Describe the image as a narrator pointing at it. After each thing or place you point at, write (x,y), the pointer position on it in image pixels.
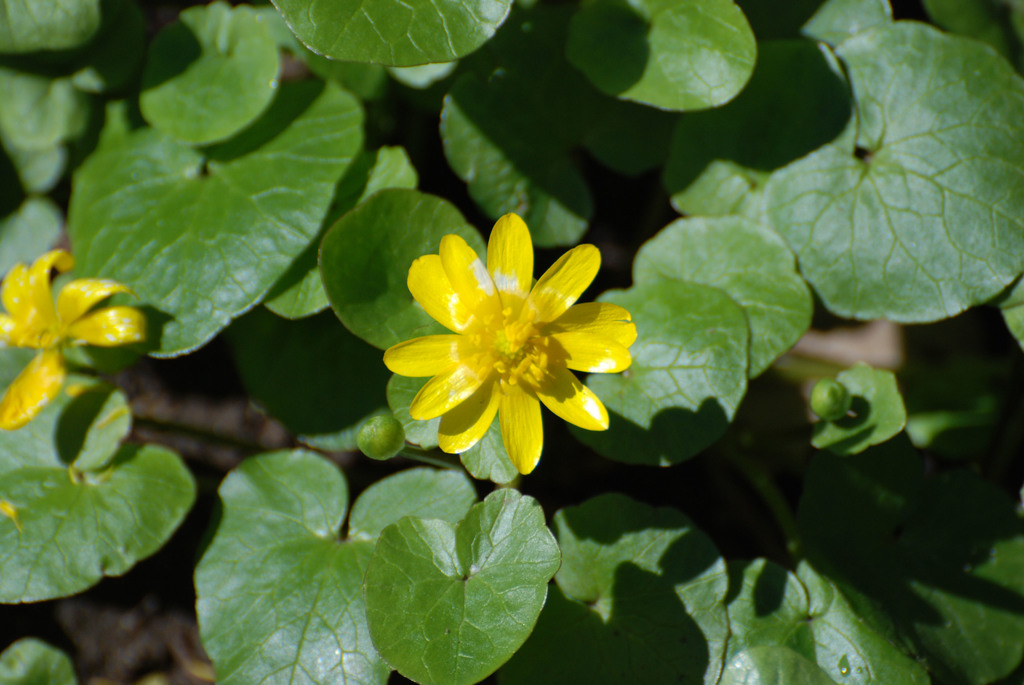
In this picture I can see number of leaves (712,332) and I see 2 yellow color flowers (505,345).
